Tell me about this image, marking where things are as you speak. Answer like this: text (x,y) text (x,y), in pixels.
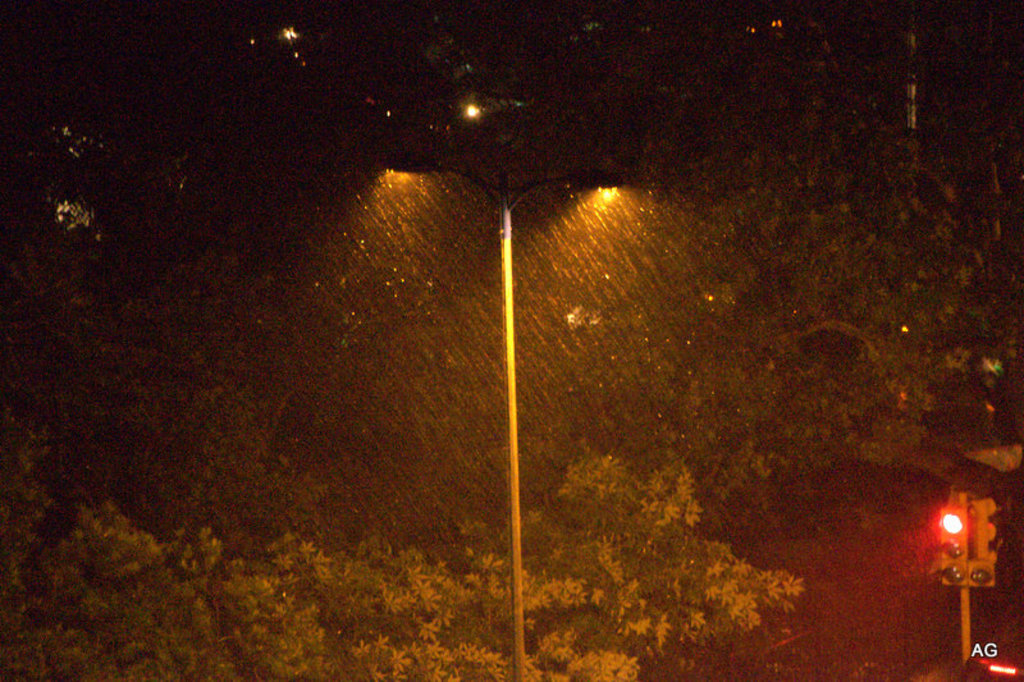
In this image we can see the night view and it is raining and there is a street light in the middle of the image (511,357) and we can see the traffic lights (982,578) on the right side of the image (978,535). There are some trees (467,557) in the background (872,246).
